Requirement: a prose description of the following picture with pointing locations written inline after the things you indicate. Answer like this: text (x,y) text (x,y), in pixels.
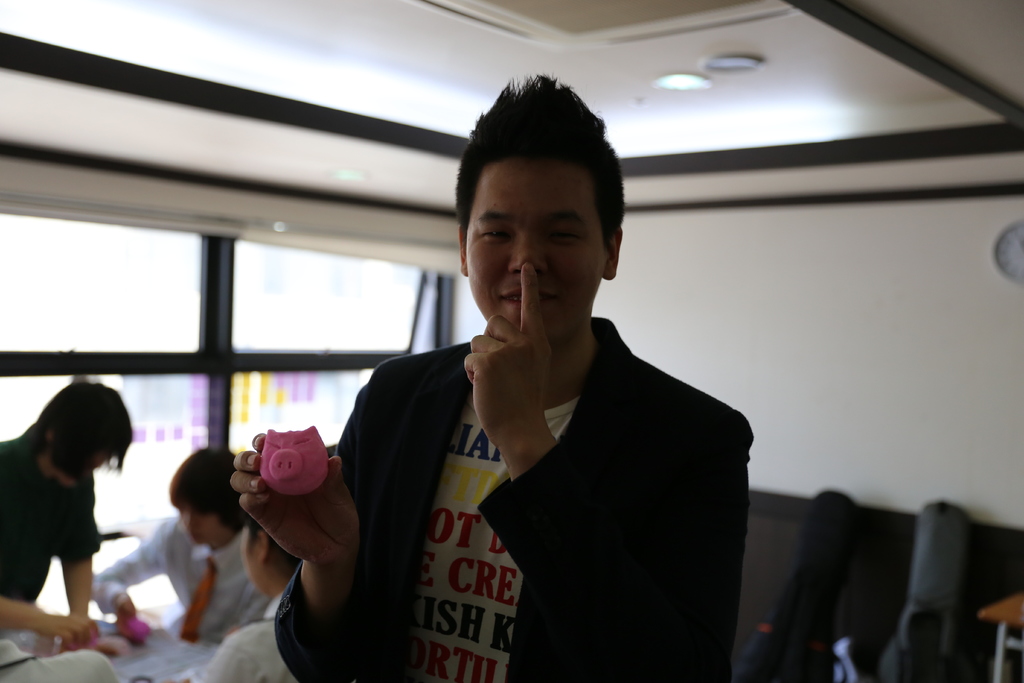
In this image there is a man (511,472) in the middle (495,402) who kept his finger (531,304) on his mouth (513,295) and with the other hand (317,504) he is holding the toy (288,458). At the top (291,57) there is ceiling (257,63) with the lights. On the left side (213,604) there are few people (200,576) who are doing the work. On the right side (820,558) there are two guitar bags (812,580) on the floor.
